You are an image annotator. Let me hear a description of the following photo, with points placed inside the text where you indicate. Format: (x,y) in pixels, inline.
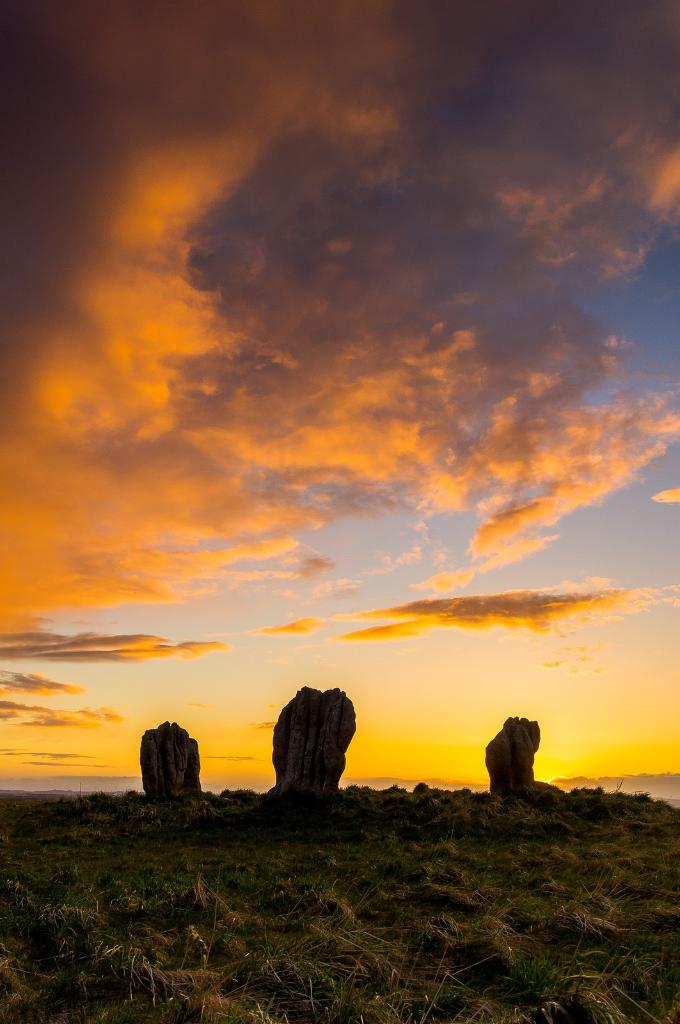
At the bottom of the image (370,995) I can see the grass (408,970) on the ground (271,920). In the background (171,761) there are three rocks (181,759). At the top of the image (477,131) I can see the sky (662,527) and clouds (267,270).
